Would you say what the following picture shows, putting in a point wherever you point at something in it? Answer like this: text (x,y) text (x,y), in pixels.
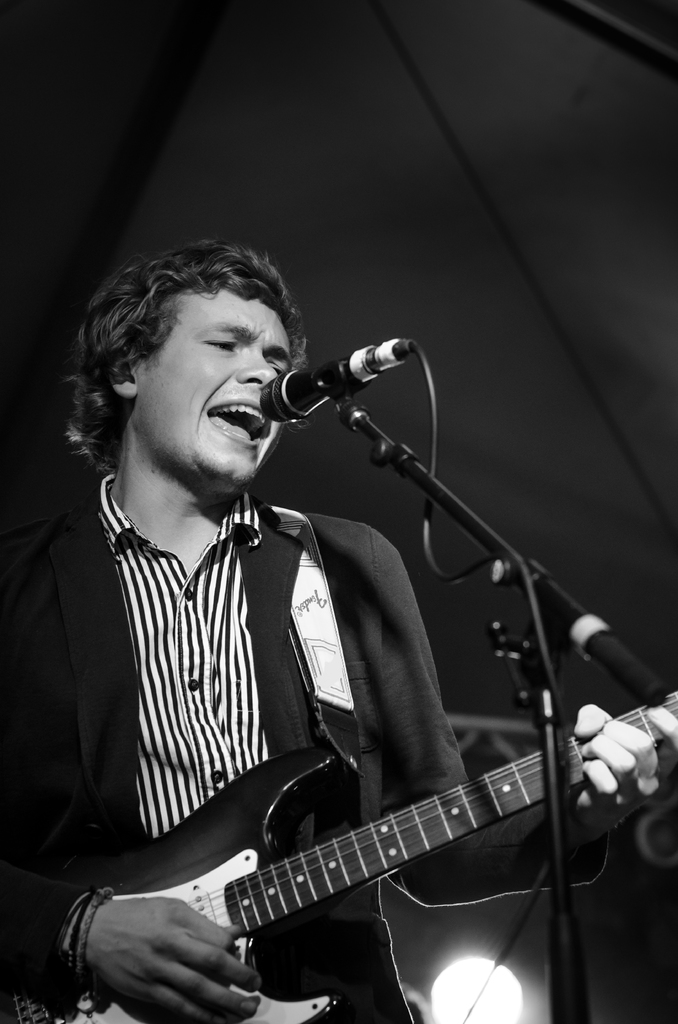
This picture shows a man (191,620) standing and playing guitar (116,877) and singing with the help of a microphone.
